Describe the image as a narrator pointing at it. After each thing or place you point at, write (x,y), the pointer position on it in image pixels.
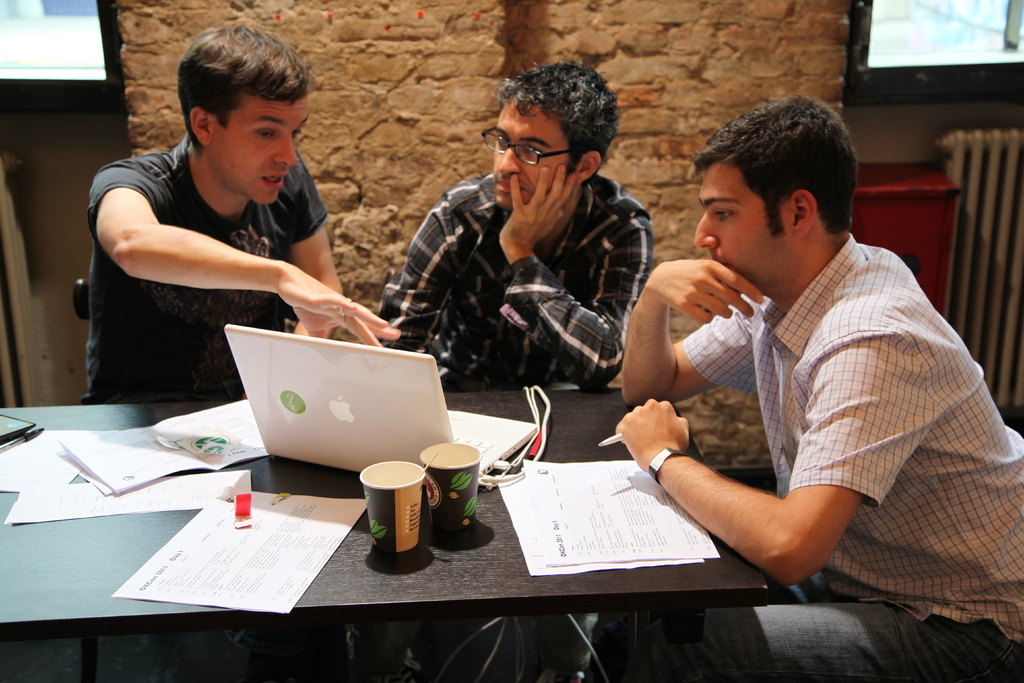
In the middle of the image (554,349) three persons (297,298) are sitting on a chair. Bottom left side of the image (163,529) there is a table (103,415), On the table (163,413) there is a laptop (405,451) and there are two cups (454,453) and there are some papers (212,482). At the top of the image (720,42) there is a wall (638,56).
